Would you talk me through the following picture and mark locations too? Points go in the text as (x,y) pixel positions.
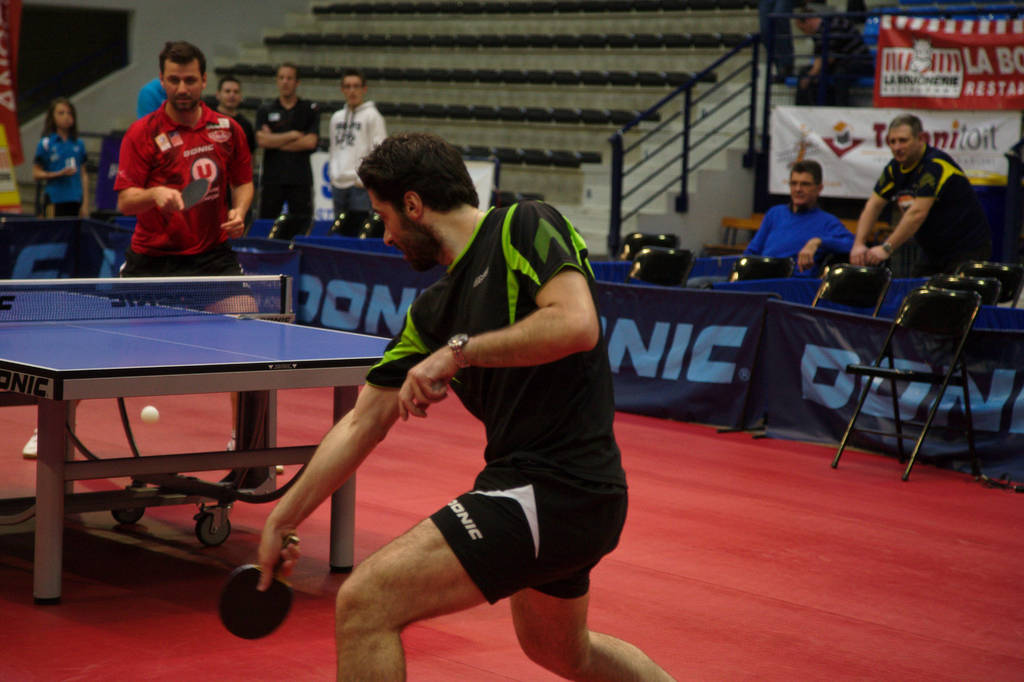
This is the place where we have a group of people (191,114) wearing different colors like black, white, blue and there are some chairs (620,39) and staircase (682,117) and a ball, table (162,321) where is game is going on.
